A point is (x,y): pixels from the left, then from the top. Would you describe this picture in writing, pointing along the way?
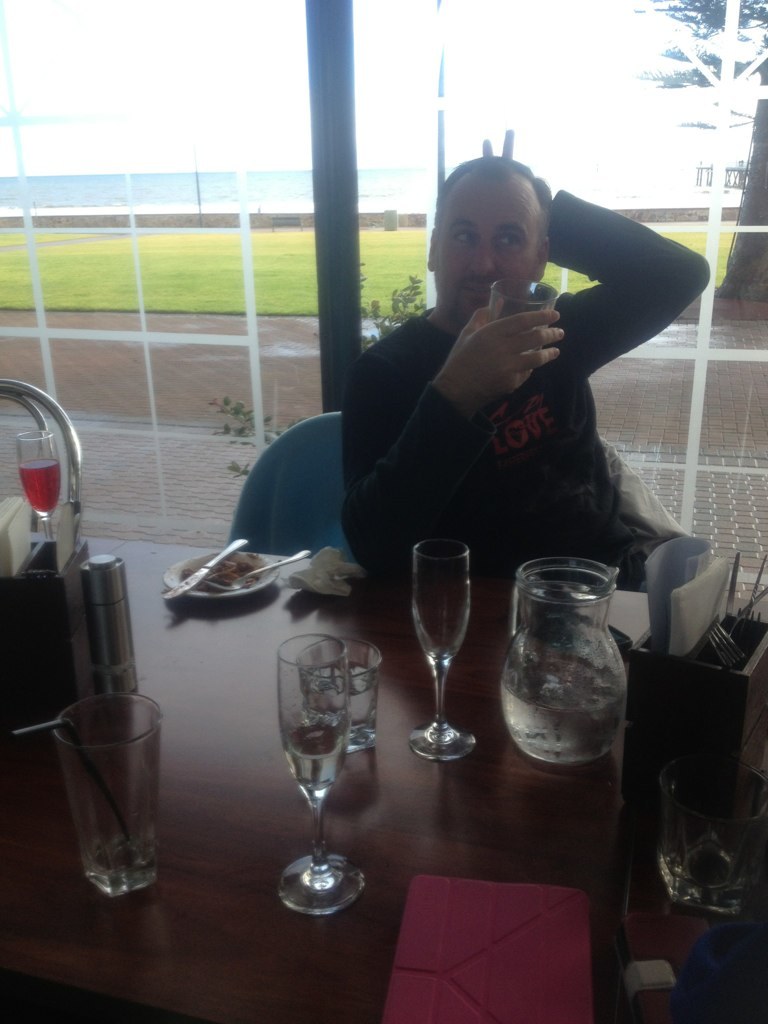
In the picture I can see a person (478,418) wearing black color T-shirt (478,418) sitting on a chair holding glass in his hands (531,344), in the foreground of the picture (277,685) there are some glasses (337,730), mugs (561,657), plates (167,583) and some other things (424,905) on table (417,652) and in the background of the picture (363,238) there is grass (376,265), there are some trees (681,60).
